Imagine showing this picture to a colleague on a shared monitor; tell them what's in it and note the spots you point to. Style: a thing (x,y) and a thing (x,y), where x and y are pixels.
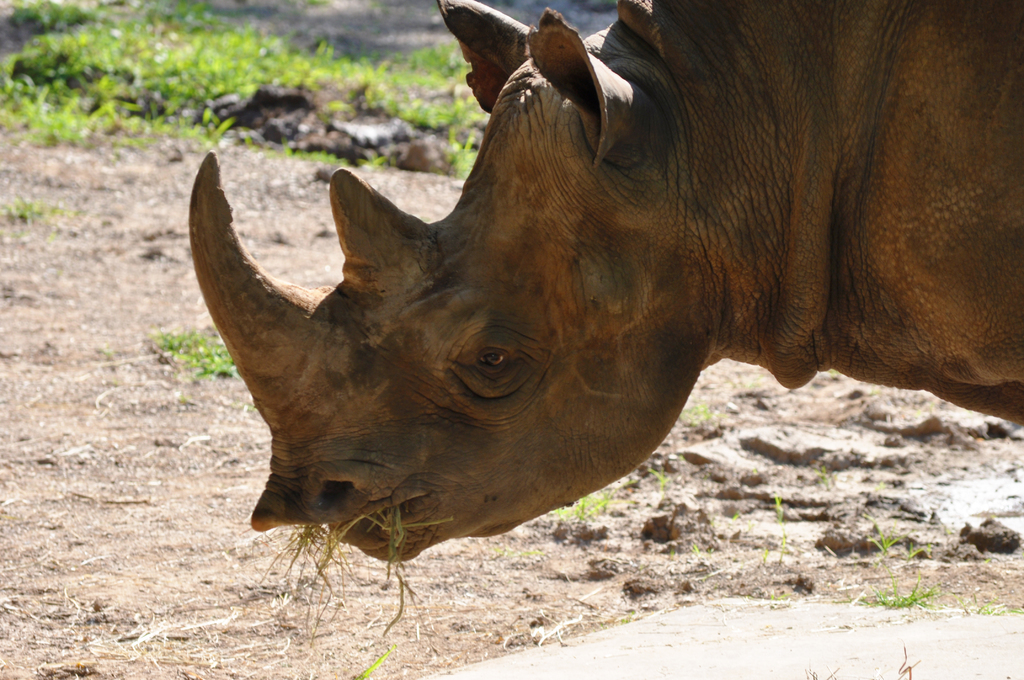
In this picture I can see a rhinoceros (742,324) in front (339,508) and there is grass (304,527) in the mouth (294,505) and I see the ground (180,160). In the background (120,22) I see few more grass (192,65).
